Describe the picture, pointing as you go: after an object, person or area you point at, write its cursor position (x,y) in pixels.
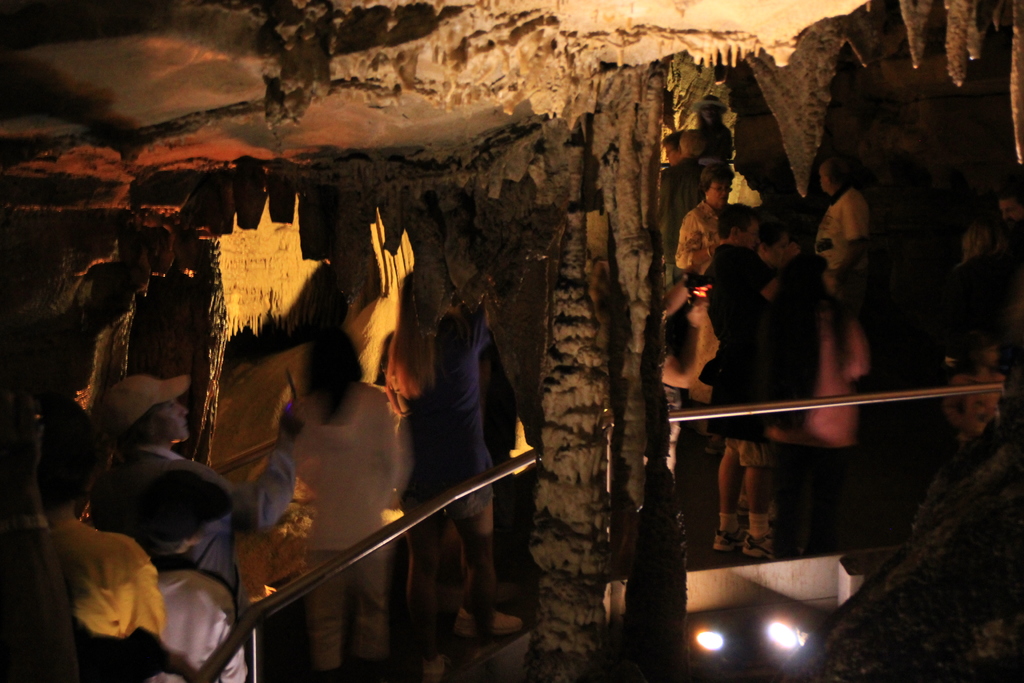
In this picture I can see few people (239,657) standing and I can see lights (771,636) and It looks like a cave (642,220).
